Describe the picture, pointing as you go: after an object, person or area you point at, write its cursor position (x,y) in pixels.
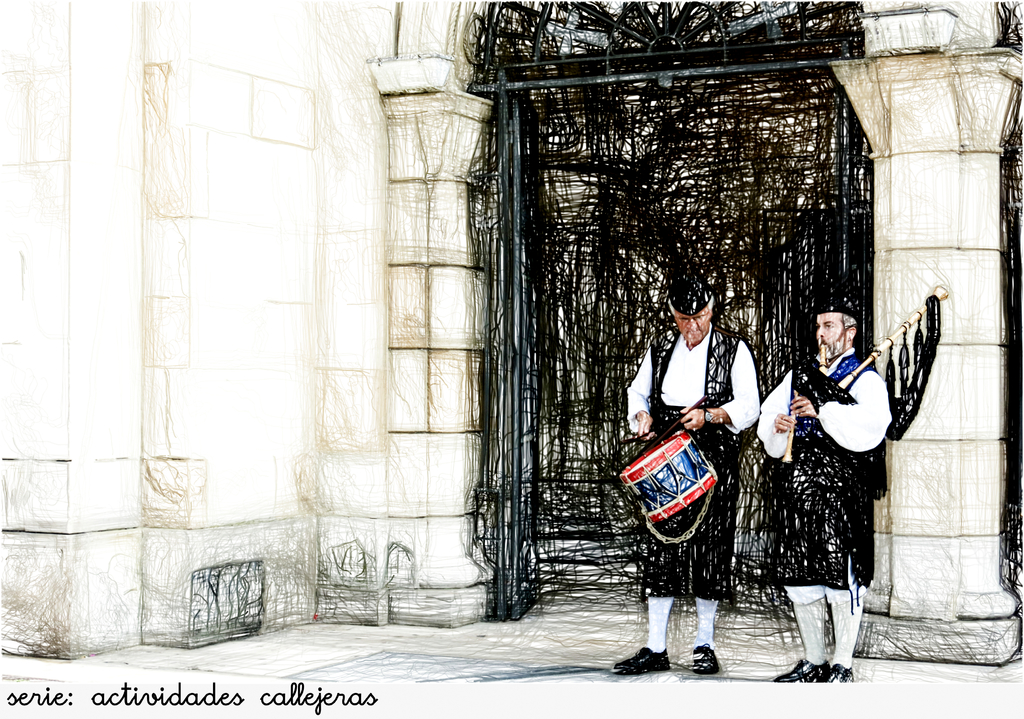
This is a drawing in this image there are two persons (689,427) who are standing and they are holding some musical instruments (699,472), in the background (556,390) there is a gate (692,243) and a wall (329,511). At the bottom of the image (349,697) there is some text (136,691).
